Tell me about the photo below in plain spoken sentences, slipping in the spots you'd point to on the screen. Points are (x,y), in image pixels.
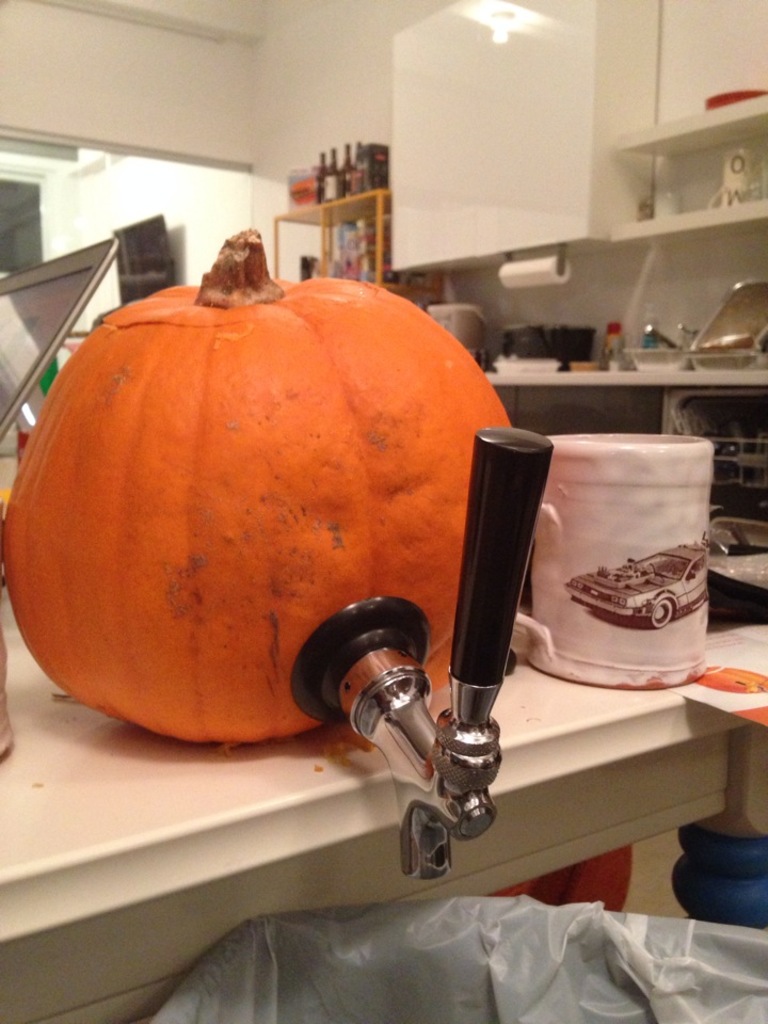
In this image there is a pumpkin (258,537) with a tap (325,641) on the table (680,794). There is also a white container (649,552) with a car image (647,583). In the background (676,354) there is a shelf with glass bottles (332,176), plate (732,331), containers (644,353) and black color object (532,341). Light (503,17) is also visible in this image. At the bottom (428,937) there is a cover (517,972).
